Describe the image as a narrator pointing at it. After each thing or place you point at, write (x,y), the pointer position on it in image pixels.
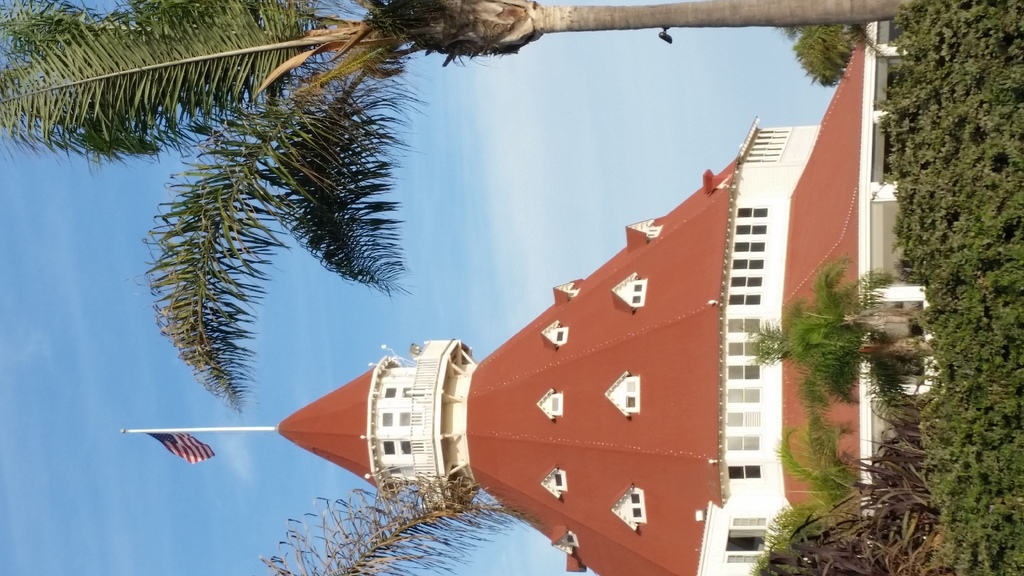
In this image I can see a building (611,373) which is brown and cream in color and I can see a flag (199,450) on the top of the building (587,386). I can see few trees (869,300) which are green and brown in color and in the background (572,209) I can see the sky (160,405).
